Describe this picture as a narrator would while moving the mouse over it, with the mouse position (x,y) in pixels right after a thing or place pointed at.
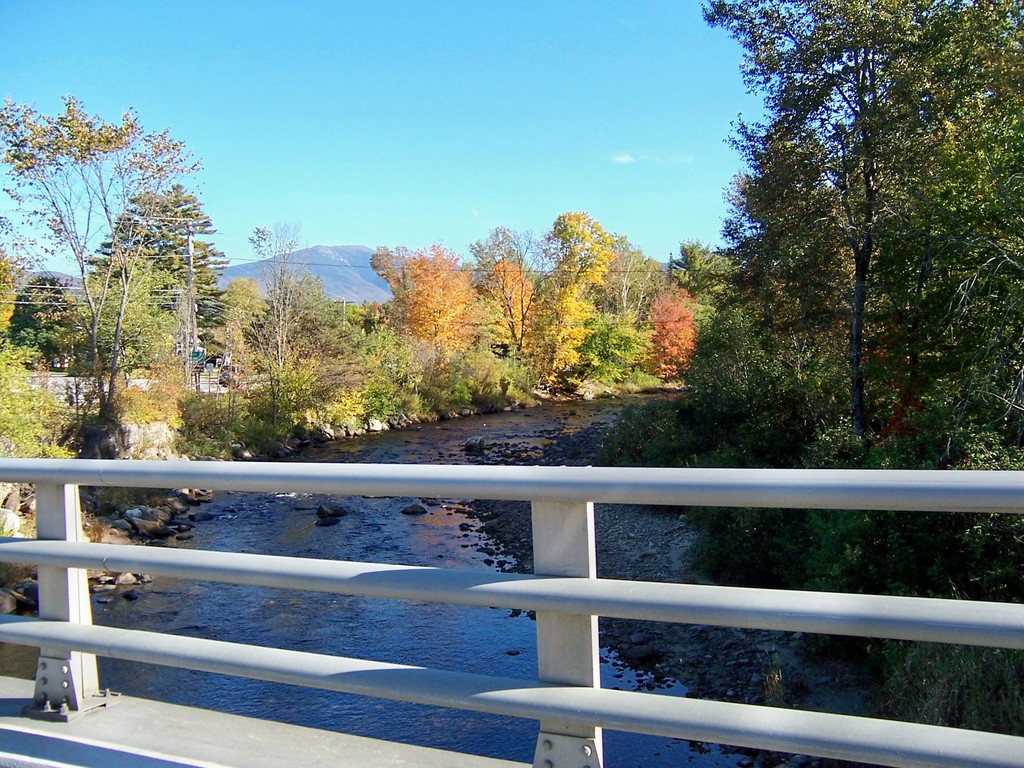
In this image I can see railing (264,487) in the front (545,712) and in the centre (374,505) I can see the water (344,711). On the both side of the water (565,415) I can see number of trees (349,364). On the left side of this image (193,225) I can see few poles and few wires (175,298). In the background (444,221) I can see the mountain (342,257) and the sky (387,159).
